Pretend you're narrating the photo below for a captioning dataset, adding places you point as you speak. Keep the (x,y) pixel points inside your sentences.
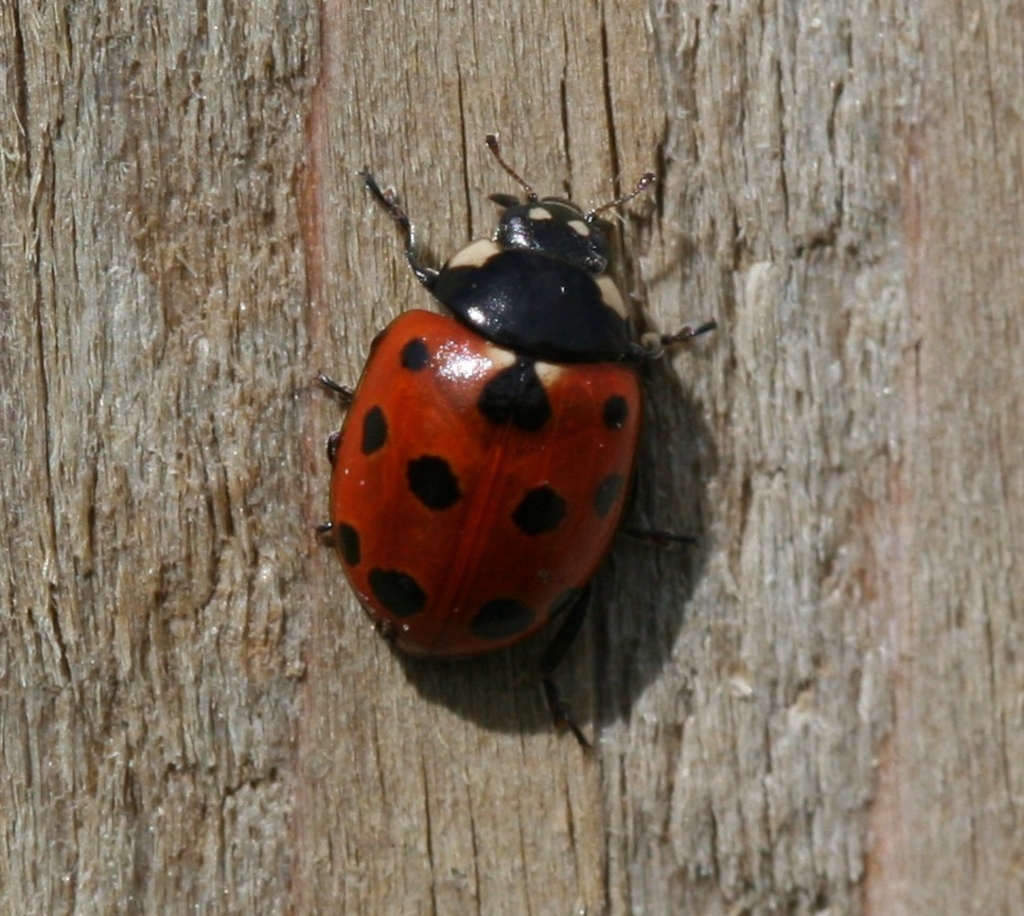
In this image in the center (523,444) there is one insect (487,485), in the background (246,307) there is a tree (390,251).
